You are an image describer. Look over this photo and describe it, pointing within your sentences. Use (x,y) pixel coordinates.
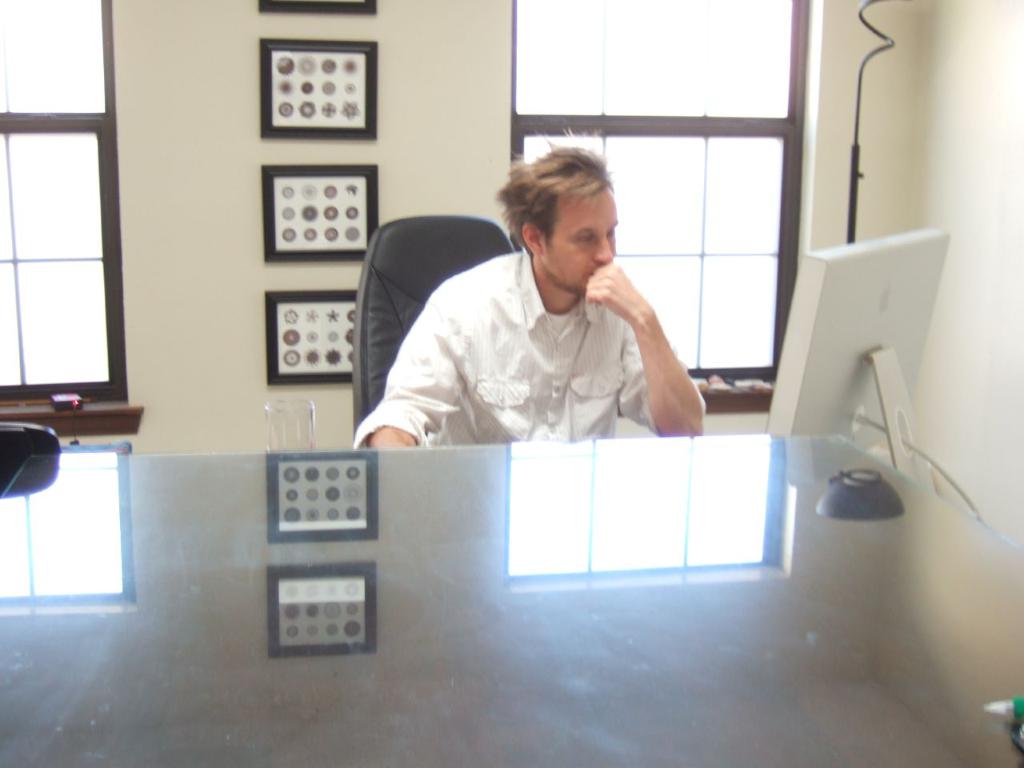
In the foreground of this image (518,361), there is a man (435,339) sitting on chair (408,293) near a table (498,454) and on right (971,419), there are monitor (880,354), wall (893,184) and a window (792,130) at top (753,67). On left (74,337), there is a window (75,262) and in the background (323,96), there are few frames (287,193) on the wall (223,227).
